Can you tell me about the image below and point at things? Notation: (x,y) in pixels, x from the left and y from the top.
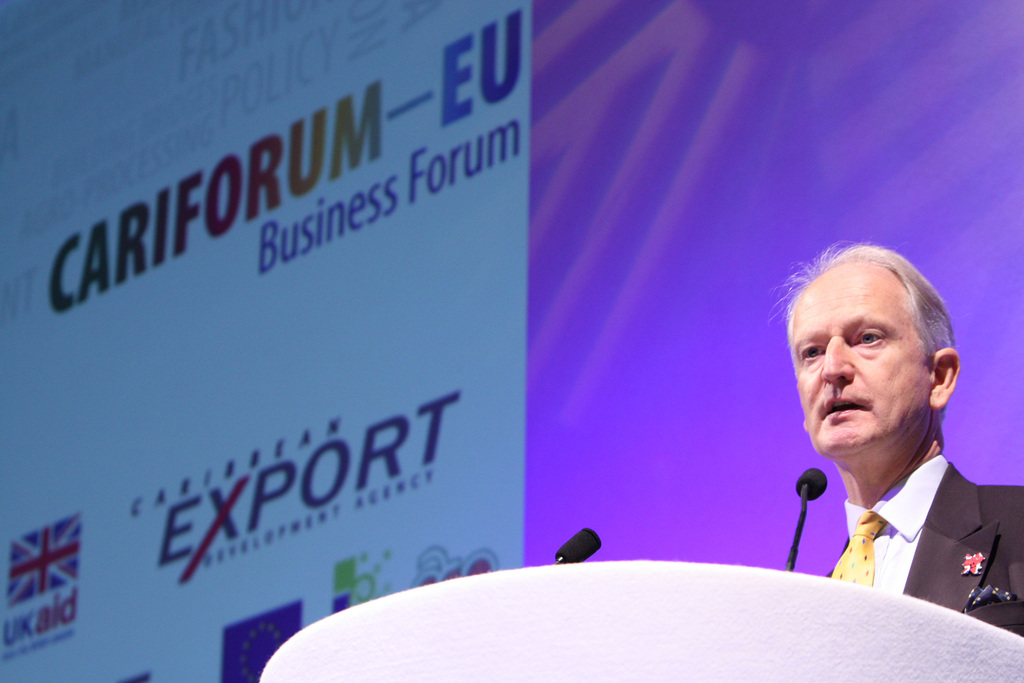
In this image there is one person (934,461) is on the right side of this image (859,447). There are black color mics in the bottom of this image (567,557). There is a screen (334,330) in the background (358,336). There is some text (292,256) written as we can see on the left side of this image (219,522).
